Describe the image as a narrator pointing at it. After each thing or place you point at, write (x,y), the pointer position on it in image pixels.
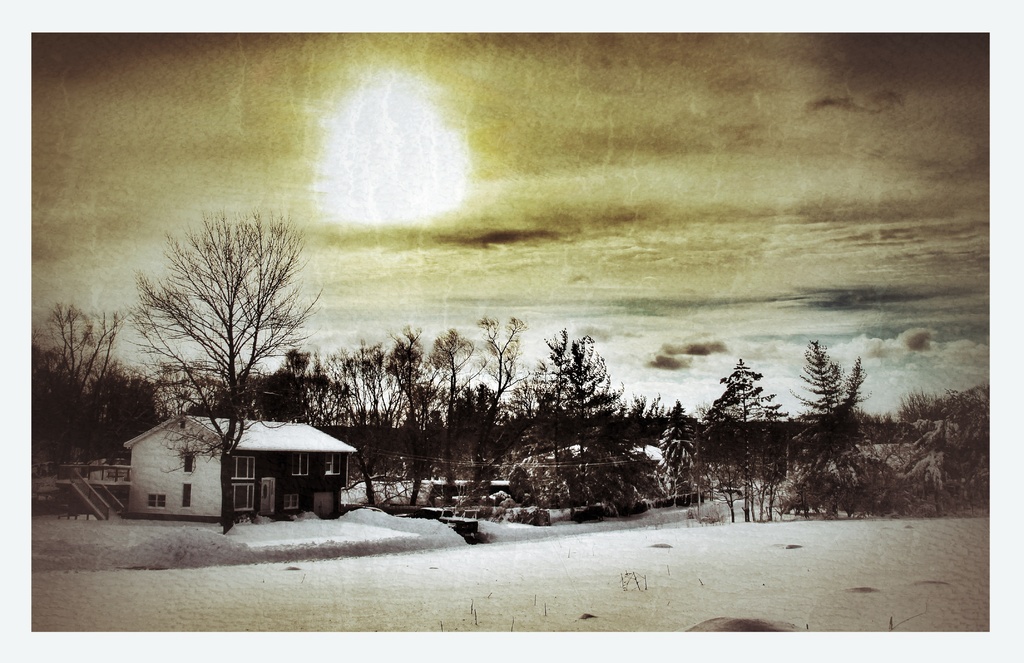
Here, we can see a photo, there is a house (269,478) and there are some trees (584,489), at the top (661,130) there is a sky (681,147) in the photo.
